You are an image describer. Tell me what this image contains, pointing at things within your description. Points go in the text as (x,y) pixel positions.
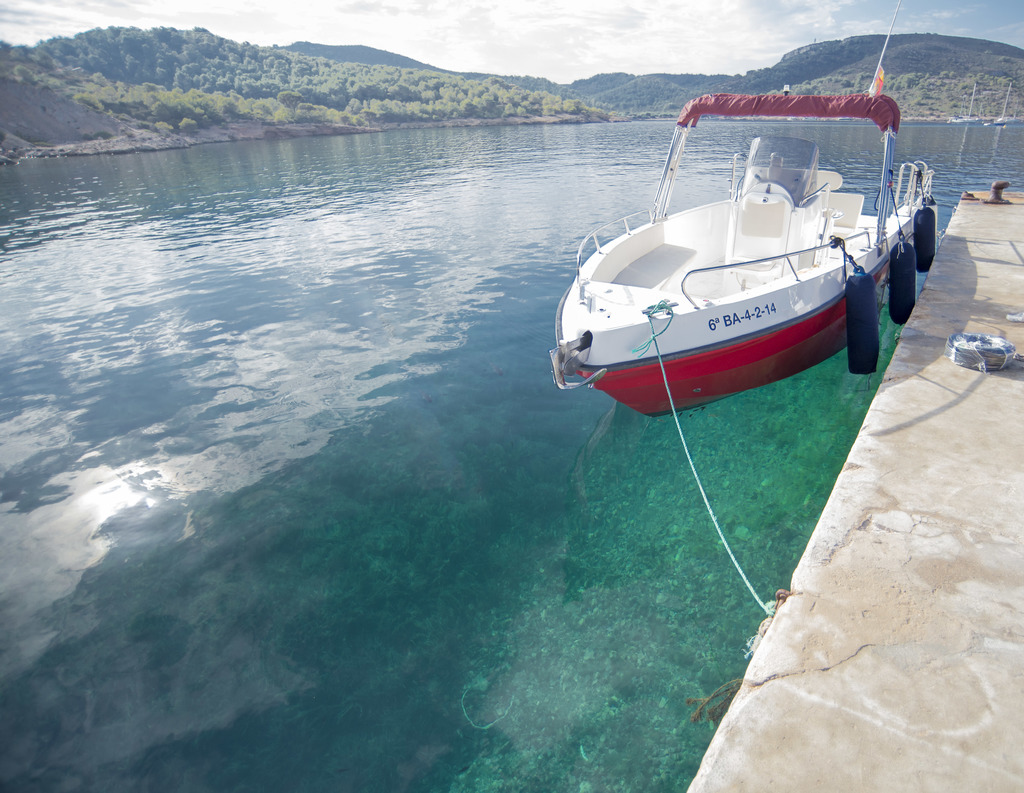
We can see boat (671,232) above the water (685,196), rope (665,303) and object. In the background (691,60) we can see trees (429,81), hills (221,89) and sky (729,22) with clouds (837,17).
